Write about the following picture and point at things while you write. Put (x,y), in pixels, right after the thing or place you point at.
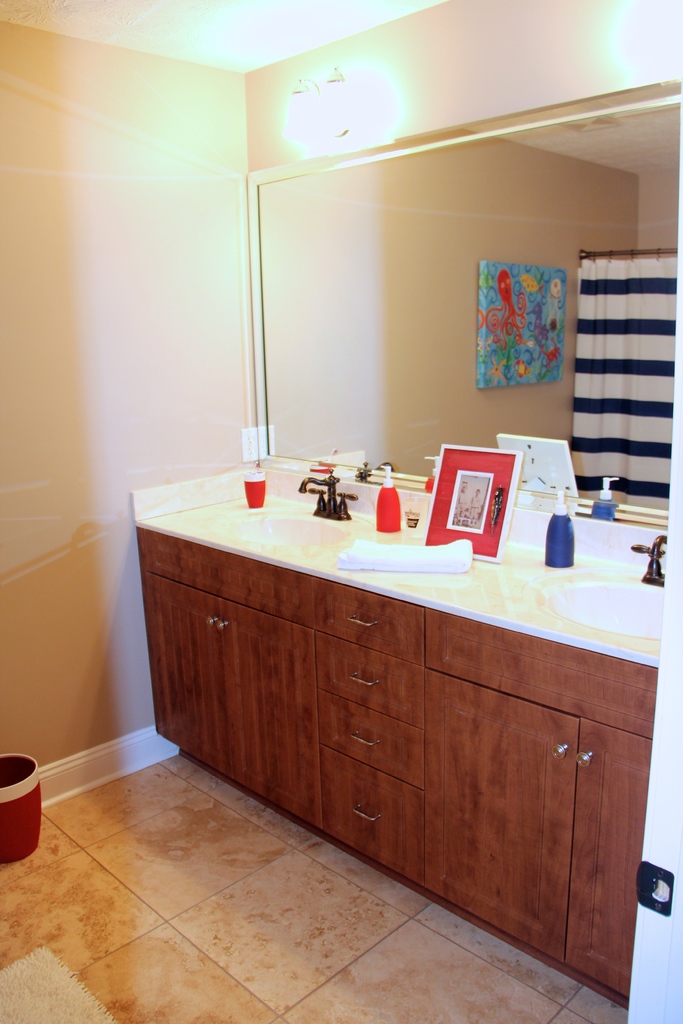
In this picture there are cupboards (256,576) and sanitary equipments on the right side of the image (579,746) and there is a mirror (305,461) on the right side of the image (559,412), there is lamp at the top side of the image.
